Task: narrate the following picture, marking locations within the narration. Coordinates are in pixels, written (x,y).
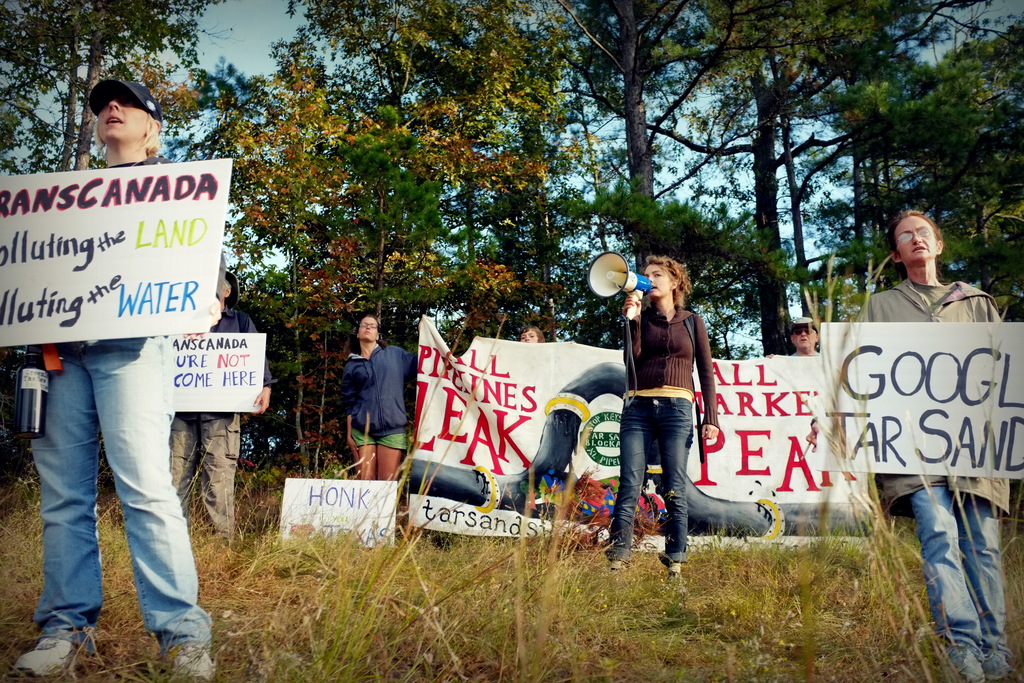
In the center of the image (666,348) there is a lady (651,259) holding a mic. There are people (131,84) holding placards (3,313). At the background of the image (859,223) there are trees (223,97). At the bottom of the image (488,583) there is grass (370,635).
